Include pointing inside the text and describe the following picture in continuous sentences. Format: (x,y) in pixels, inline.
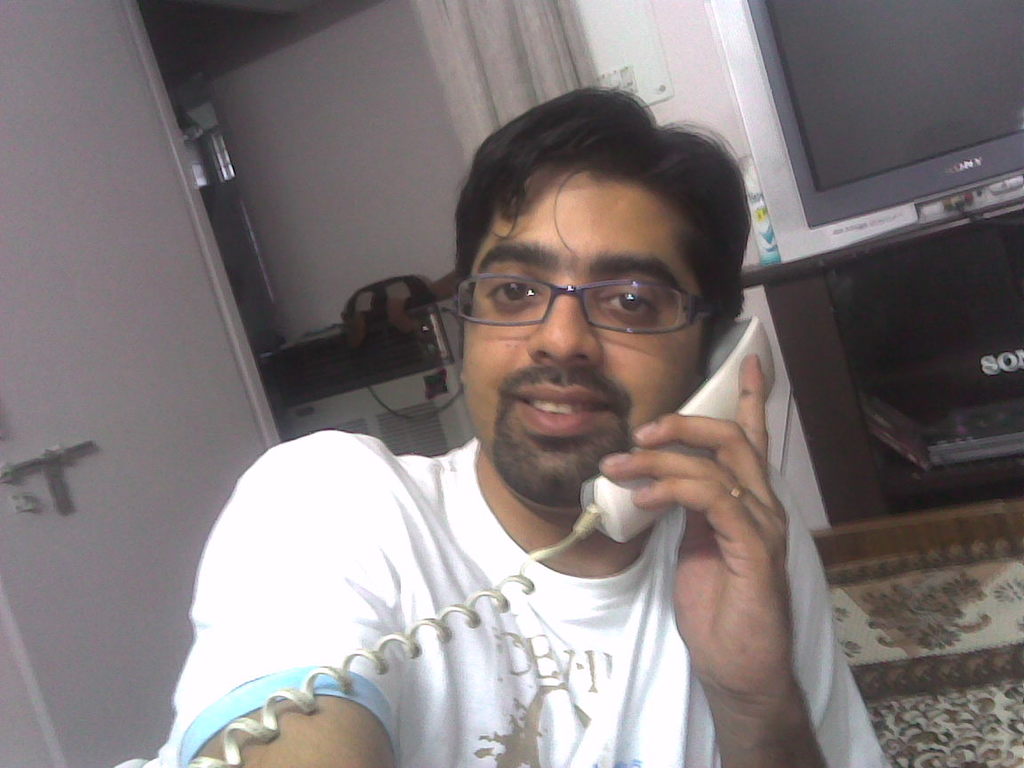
In the image in the center (535,456) we can see one person (627,630) smiling, which we can see on his face (693,361) and he is holding phone (740,395). In the background (144,233) we can see wall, switch board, curtain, monitor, table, bag (394,326), door (118,169), window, carpet (947,585) and few other objects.
